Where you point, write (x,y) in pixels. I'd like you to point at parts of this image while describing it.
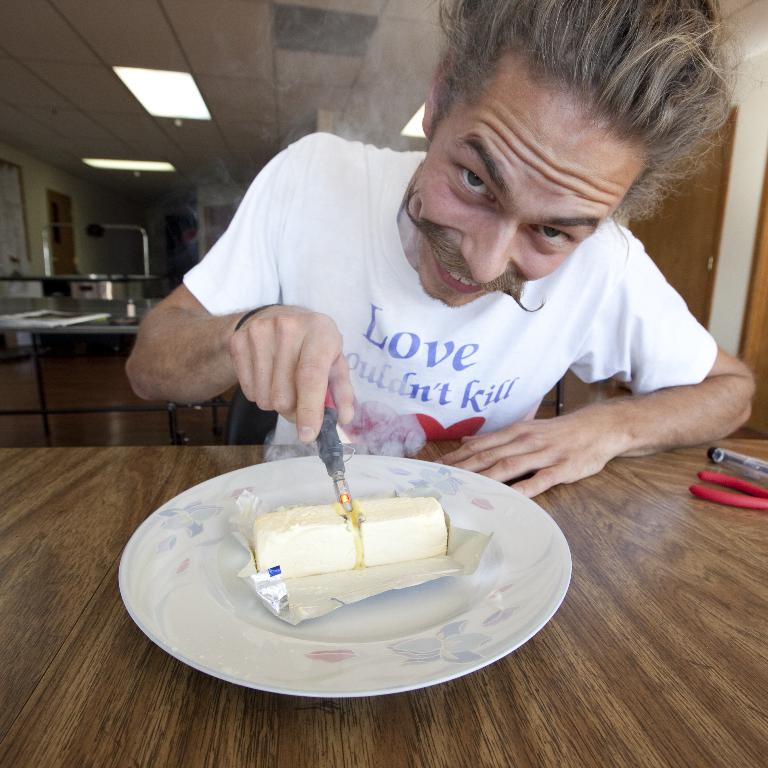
In the foreground of the picture (73,489) there is a table (750,751). On the table (132,633) there are tools (727,482), food item (395,546), plate (276,647). In the middle of the picture (409,296) there is a person (448,314) wearing white t shirt (398,335). In the background (105,310) there are lights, desk (97,321) and some objects (106,295).
